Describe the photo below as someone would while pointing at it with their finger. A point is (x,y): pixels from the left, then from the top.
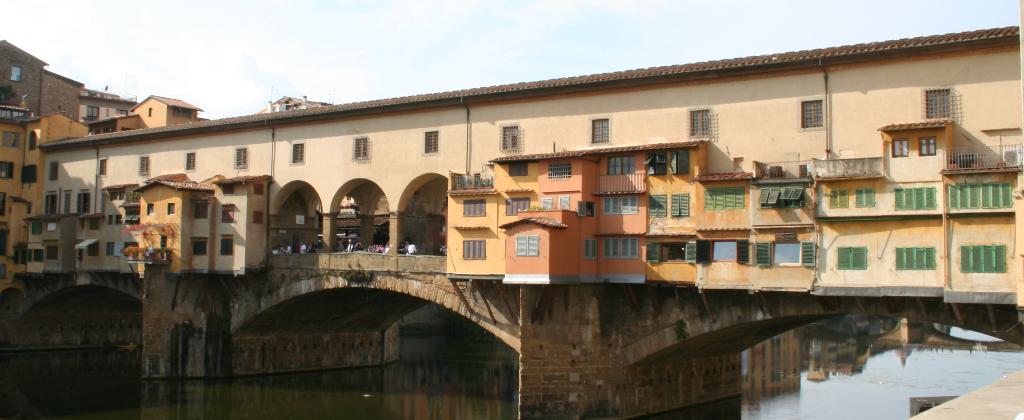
In this image, we can see a building (710,221) on the water (378,412). There is a sky (460,15) at the top of the image (388,68).
